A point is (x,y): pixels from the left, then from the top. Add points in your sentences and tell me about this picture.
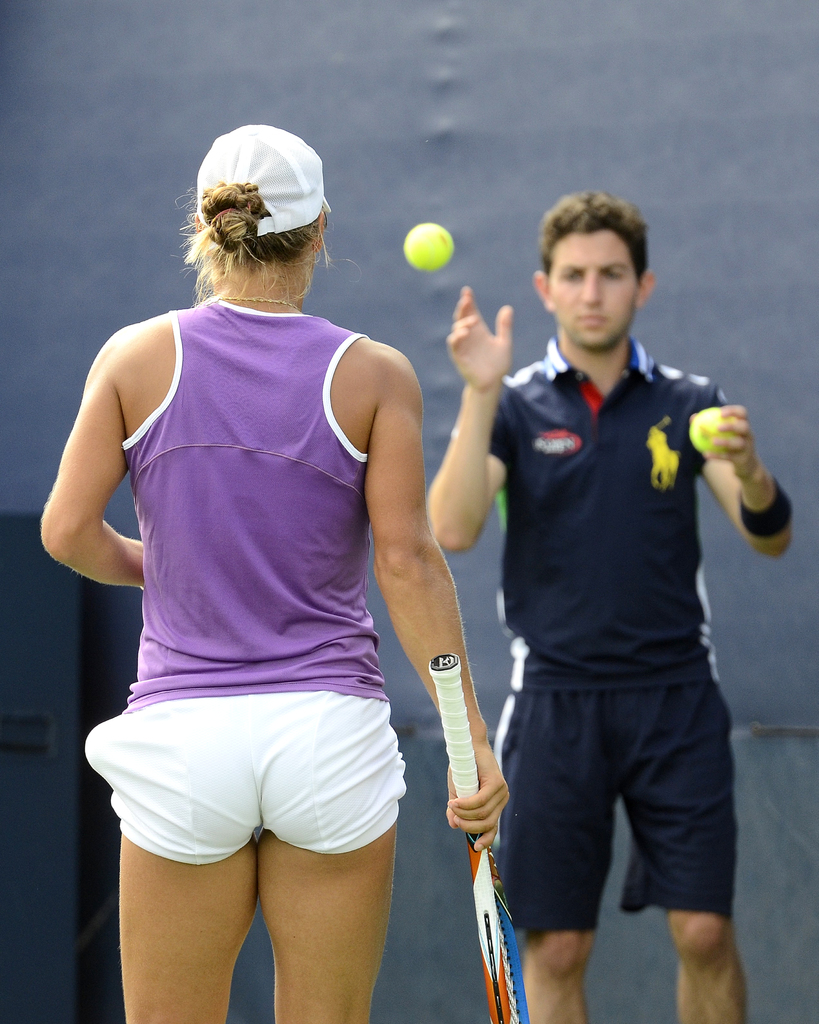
In this image there are two persons (207,413). In the left side (207,413) a woman (218,367) holding a racket (487,914) is standing. She is wearing a cap (263,187), a purple t-shirt (273,381) and white shorts (169,759). In her right a man (601,569) wearing blue jersey (653,624) is holding one ball (700,437) and throwing another ball (429,267) towards the lady (304,296). The background (543,62) is blue.
